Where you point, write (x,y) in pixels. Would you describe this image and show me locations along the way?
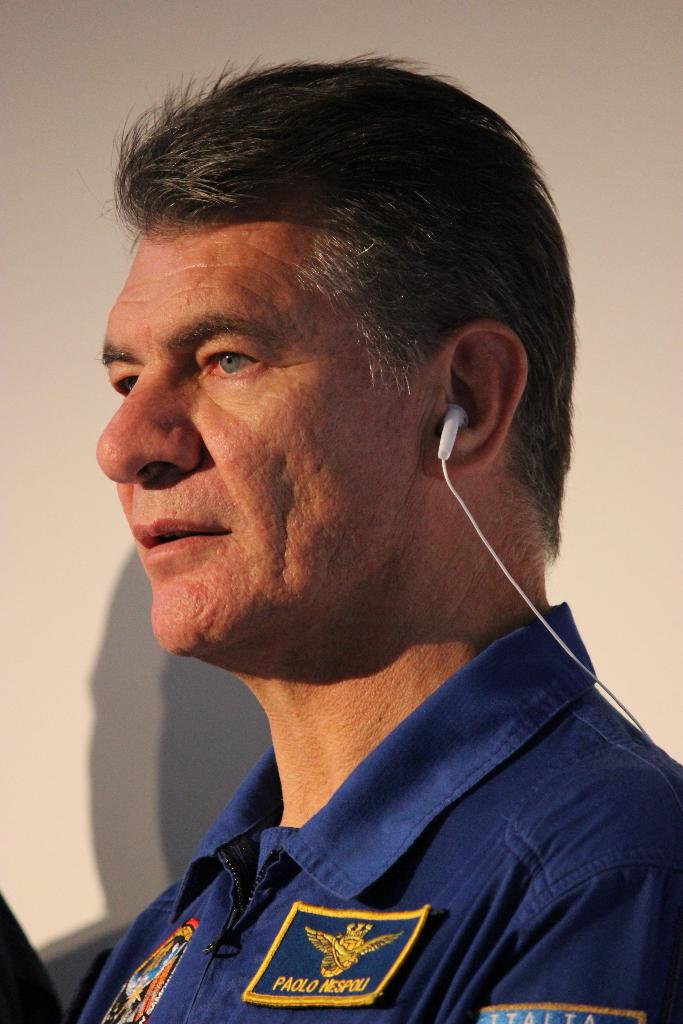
In this image I can see the person (386,864) with the blue color dress (357,859). I can see the cream color background (652,564).
